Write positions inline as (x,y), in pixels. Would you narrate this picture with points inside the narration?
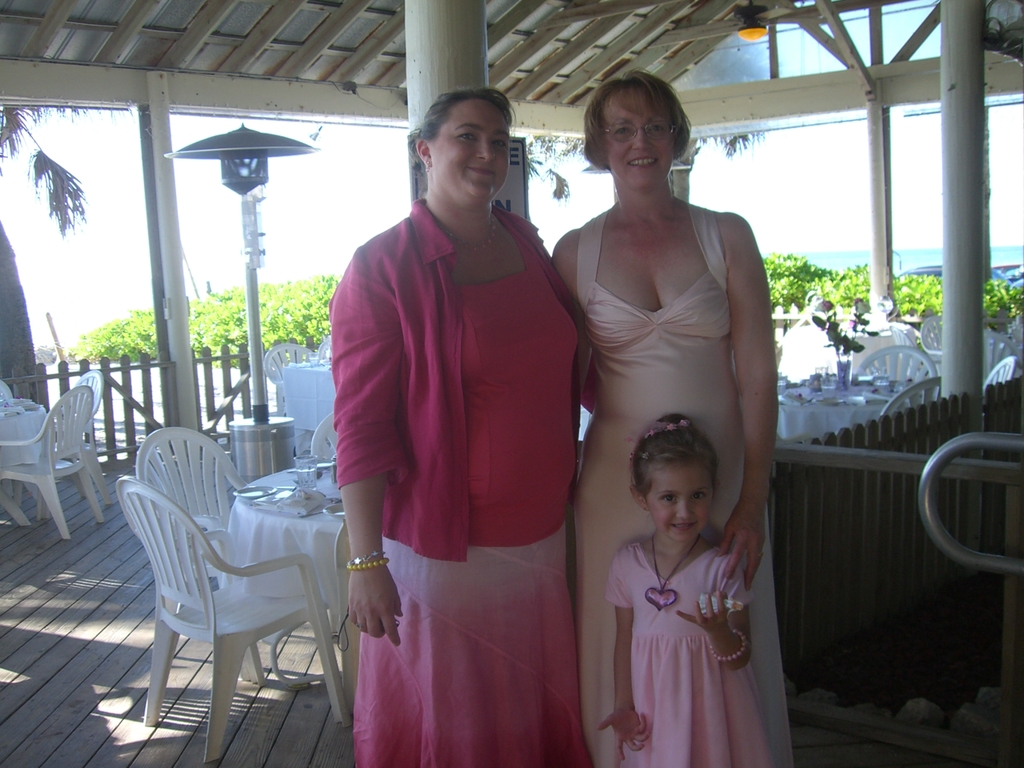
In this picture there are three people (675,425), two women (738,245) and a small little girl (692,435) who are wearing the pink color dresses (472,496) and behind them there are some chairs (62,462) and tables (12,435) and a plant (843,327) on the tables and around there are some plants (835,277) and trees (58,161).
